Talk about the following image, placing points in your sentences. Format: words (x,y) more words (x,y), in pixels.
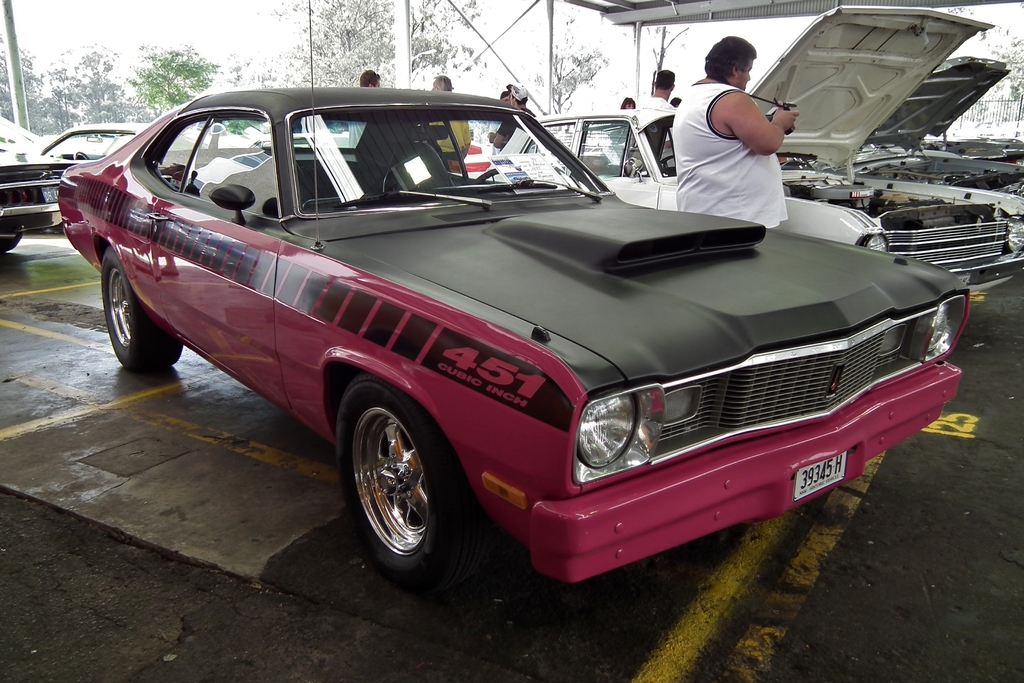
In this image I can see few vehicles (487,302), in front (505,306) the vehicle (487,302) is in black and pink color. I can also see a person (761,181) standing wearing white shirt (750,172), background (186,75) I can see few trees (151,72) in green color and sky (243,42) in white color.
